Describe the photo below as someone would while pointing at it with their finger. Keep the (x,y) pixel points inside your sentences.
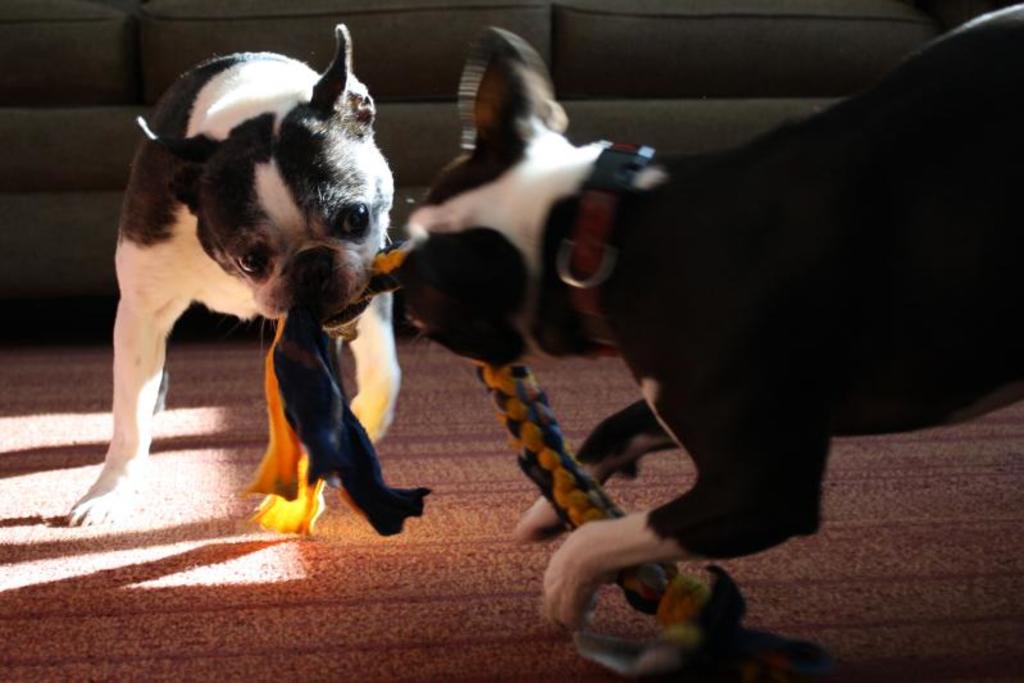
In this image there are two dogs (806,194), there is an object (304,504) in the mouth (325,288) of the dogs (468,274), there is carpet (450,524) on the floor (93,640) towards the bottom of the image (914,495), there is a couch (664,76) towards the top of the image (682,83).
